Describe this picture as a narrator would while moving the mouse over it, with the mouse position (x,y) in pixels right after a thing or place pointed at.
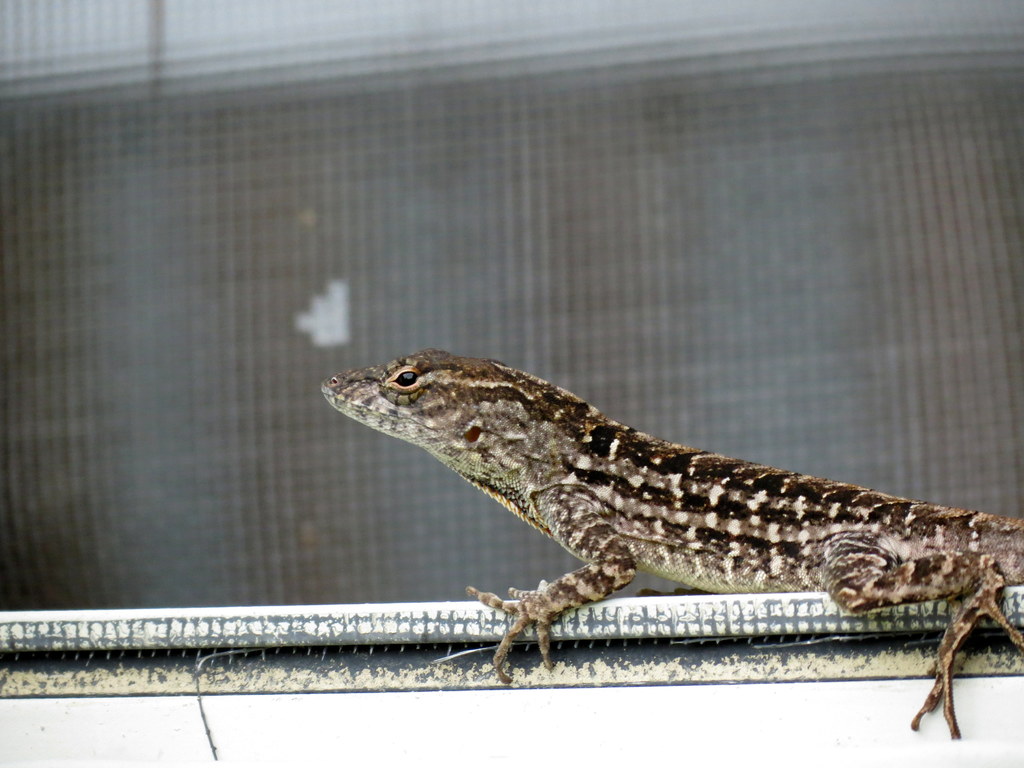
In this picture we can see a lizard (611,550) on an object (515,659) and in the background (489,218) it is blurry.
